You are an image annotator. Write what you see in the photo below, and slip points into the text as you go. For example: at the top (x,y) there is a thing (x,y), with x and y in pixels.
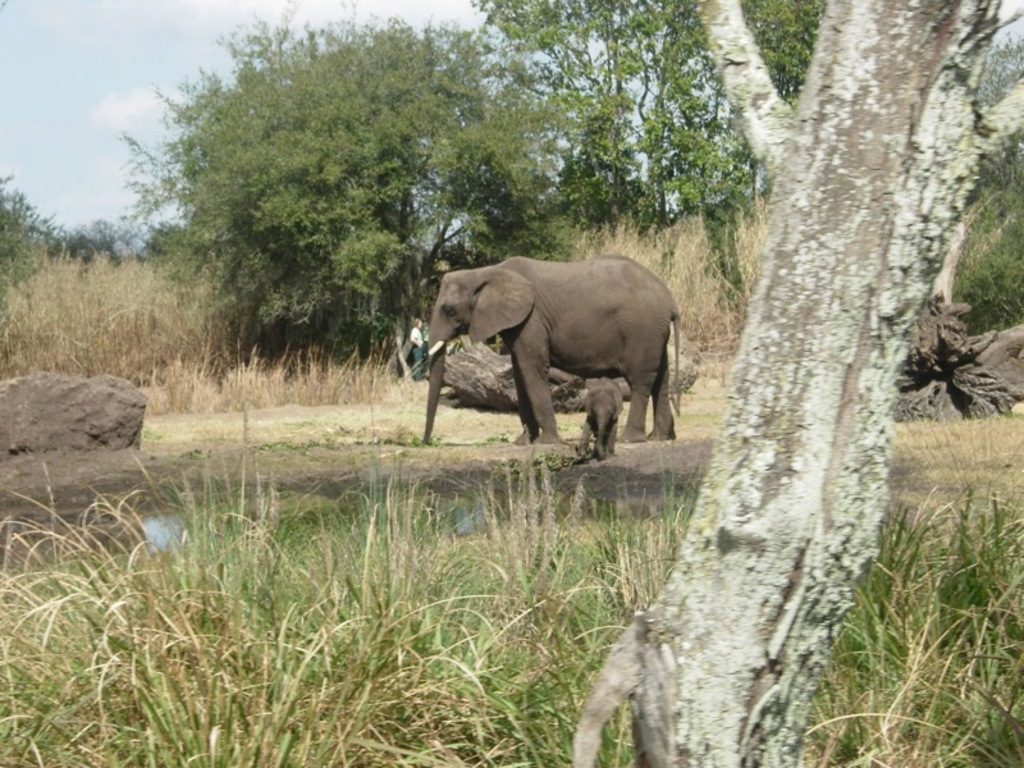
In the foreground of the picture (422,597) there are shrubs (366,610) and a tree (813,517). In the middle (562,348) we can see water body (361,497), trunks (981,367) of a tree (916,376), rock (68,415), elephant (546,381), calf (604,428), grass (157,326) and trees (582,211). In the background (182,59) it is sky (73,73).
